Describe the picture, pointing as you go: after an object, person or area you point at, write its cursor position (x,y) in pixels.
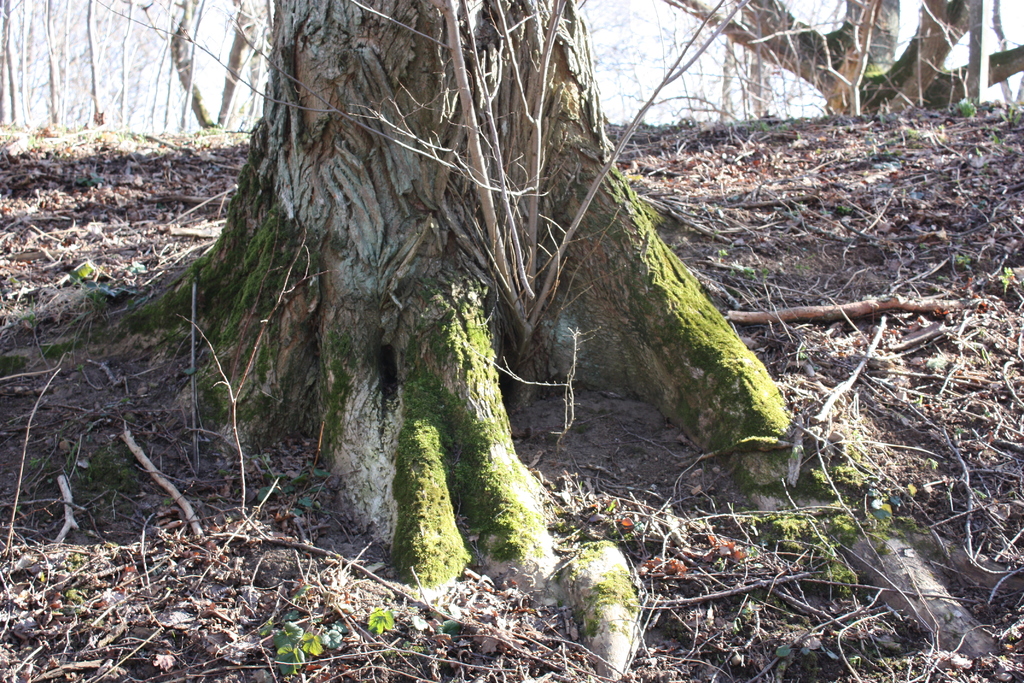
In this image I can see ground (871,188) and on it I can see number of trees (620,180). I can also see number of sticks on the ground (844,250).
